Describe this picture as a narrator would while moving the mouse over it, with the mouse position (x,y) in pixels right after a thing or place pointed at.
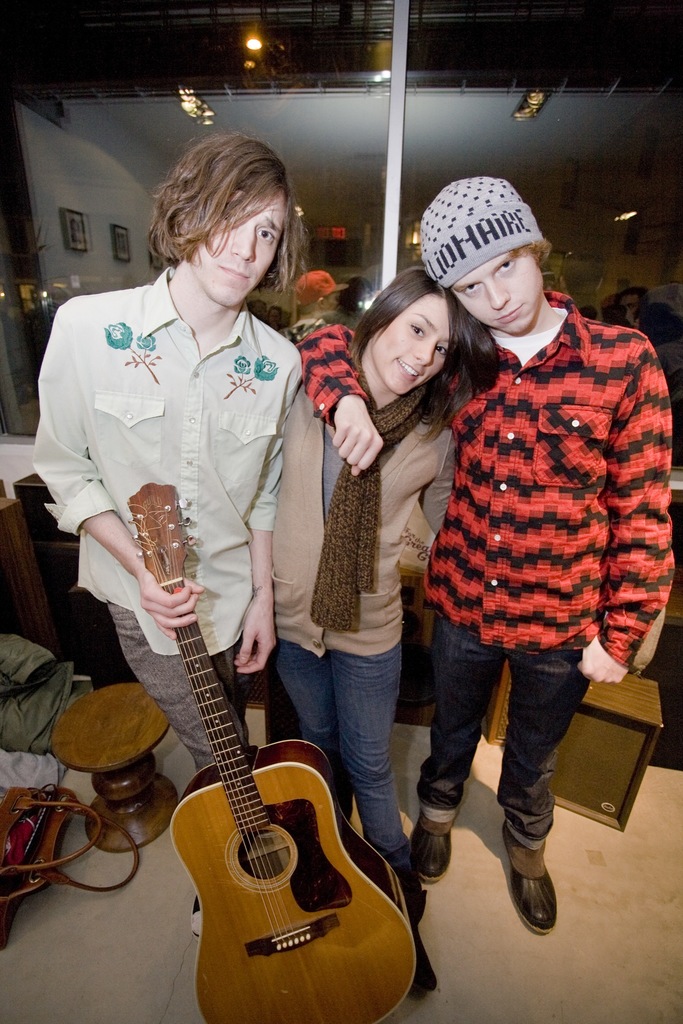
As we can see in the image there are three people (176,482). The man (176,482) who is standing on the left side (218,701) is holding guitar (243,895).
